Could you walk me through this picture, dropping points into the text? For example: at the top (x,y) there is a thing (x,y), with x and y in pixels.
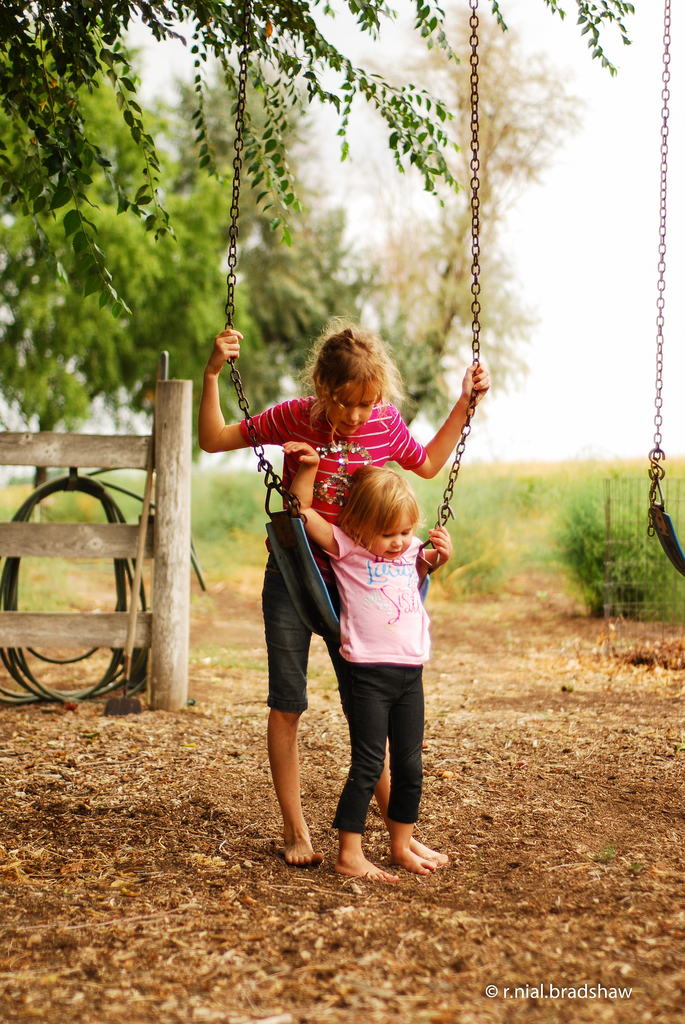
In the image there are two girls (391,537) standing on either side of a swing (327,604) on the mud land (448,715), on the left side (67,640) there is a fence (100,629), on the back (148,250) there are trees (322,245) on the grassland (504,500) and above its sky (600,235).
